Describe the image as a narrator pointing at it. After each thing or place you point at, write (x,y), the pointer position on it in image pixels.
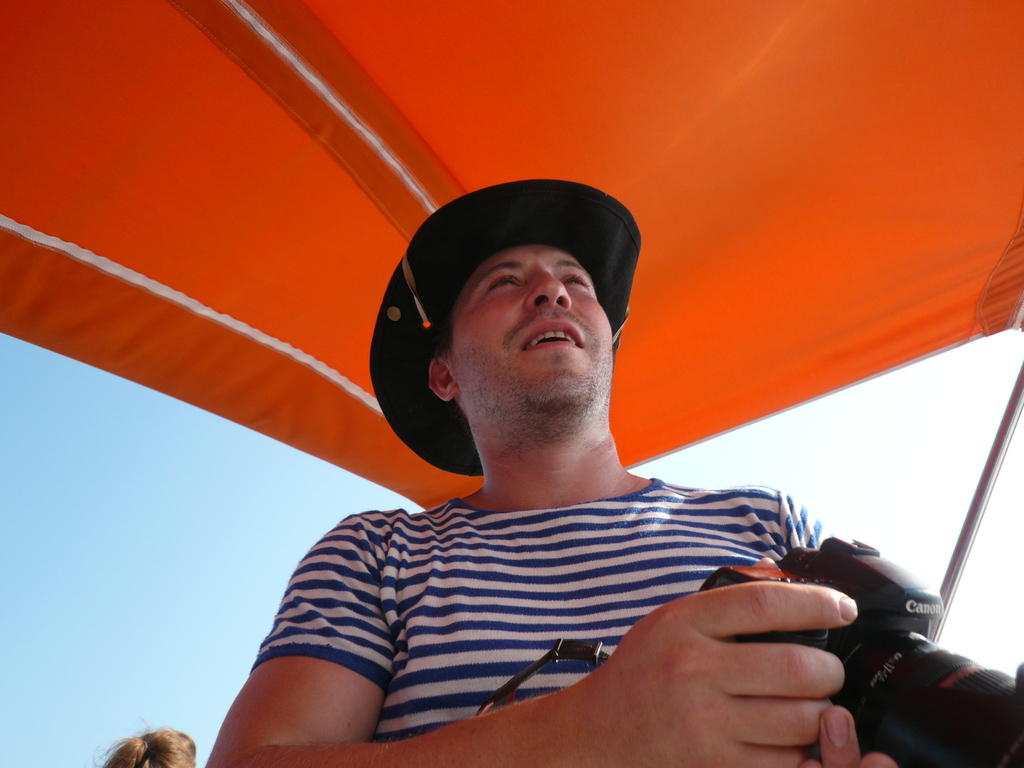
In this picture we can see a man (561,385) he is holding a camera (866,609) in his hand (755,616) and we can see a tent (741,205).
